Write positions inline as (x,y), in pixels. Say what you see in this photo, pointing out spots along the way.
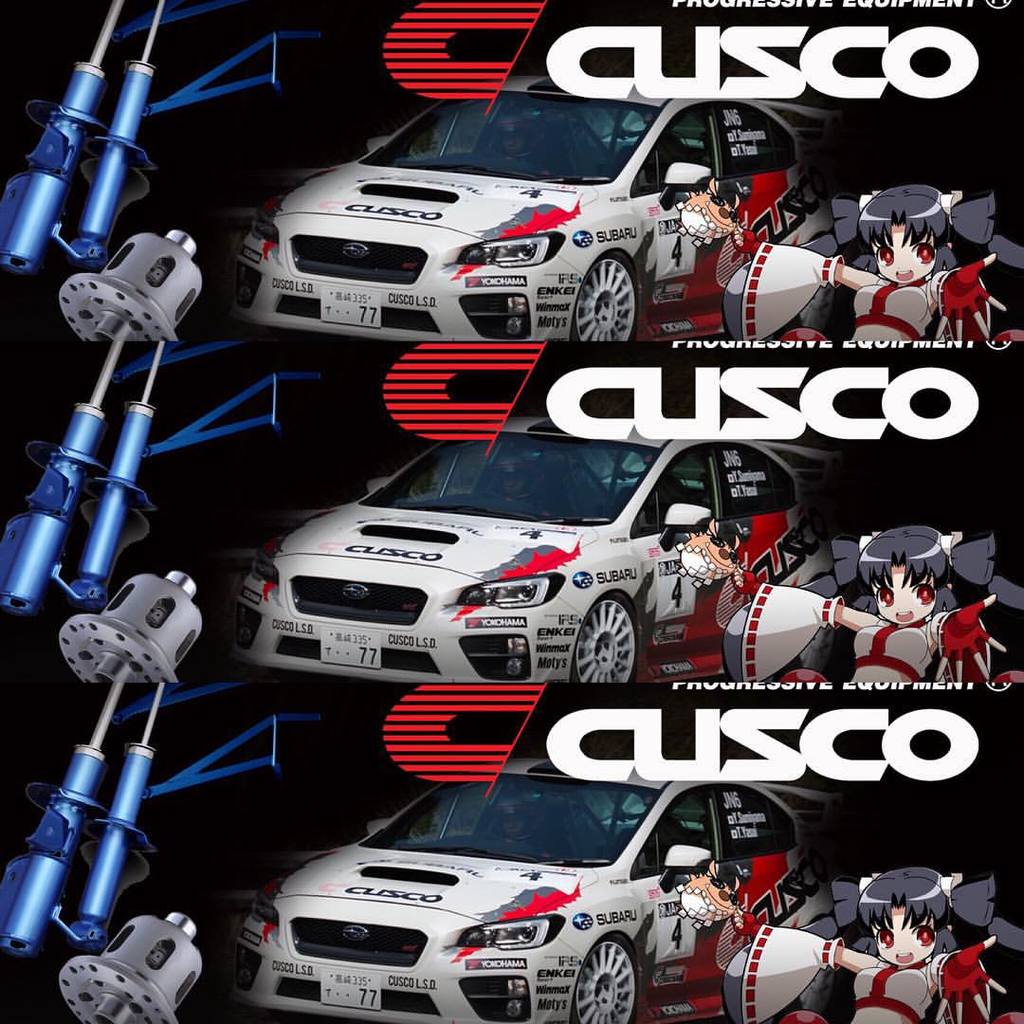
In this picture we can see a poster (336,830). There are cars (541,139), people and other objects (5,912).
